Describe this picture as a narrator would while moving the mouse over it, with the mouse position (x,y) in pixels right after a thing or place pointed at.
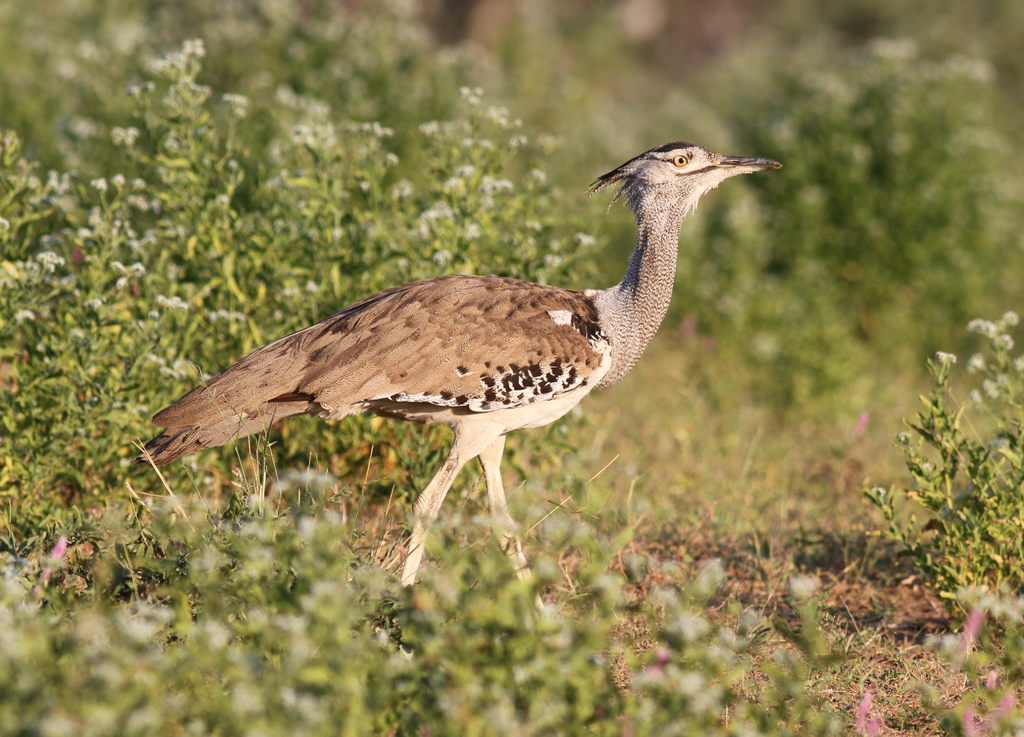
In this image I can see the bird (430,491) which is in brown, black and ash color. It is on the ground (577,619). To the side I can see the grass (344,180) and there is a blurred background (712,31).
